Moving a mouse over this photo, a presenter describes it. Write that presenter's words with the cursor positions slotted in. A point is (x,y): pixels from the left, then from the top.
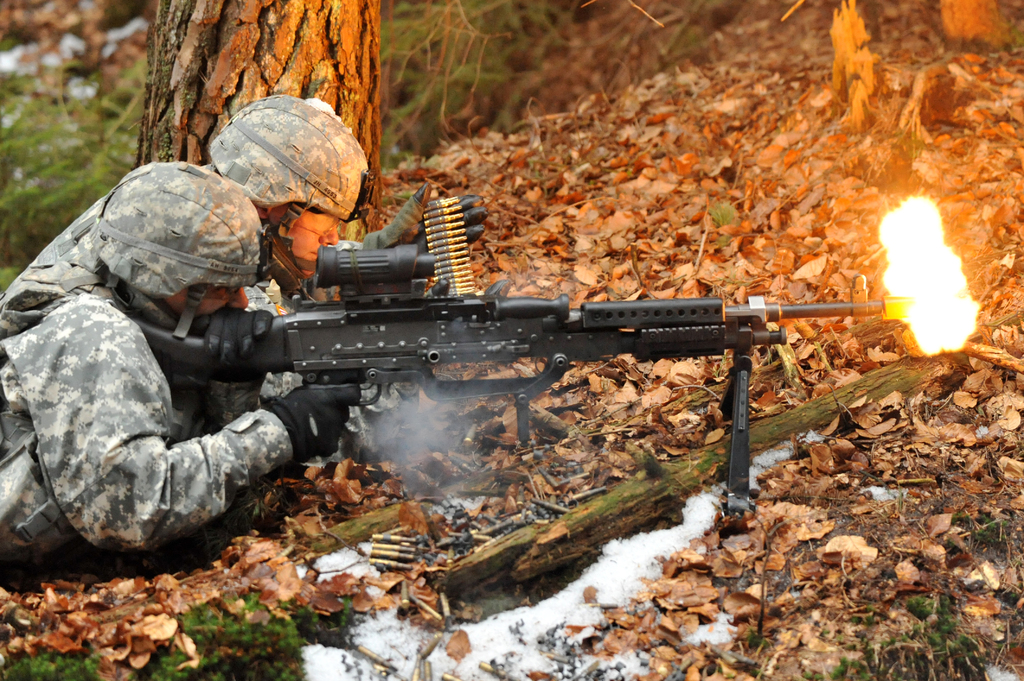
In this picture I can see two army men (269,386) holding the weapons (437,378) on the left side (307,337), on the right side (931,311) there is the fire (941,300). At the top (213,4) there is the bark of a tree (300,32), I can see the snow (567,589) at the bottom (643,558).
